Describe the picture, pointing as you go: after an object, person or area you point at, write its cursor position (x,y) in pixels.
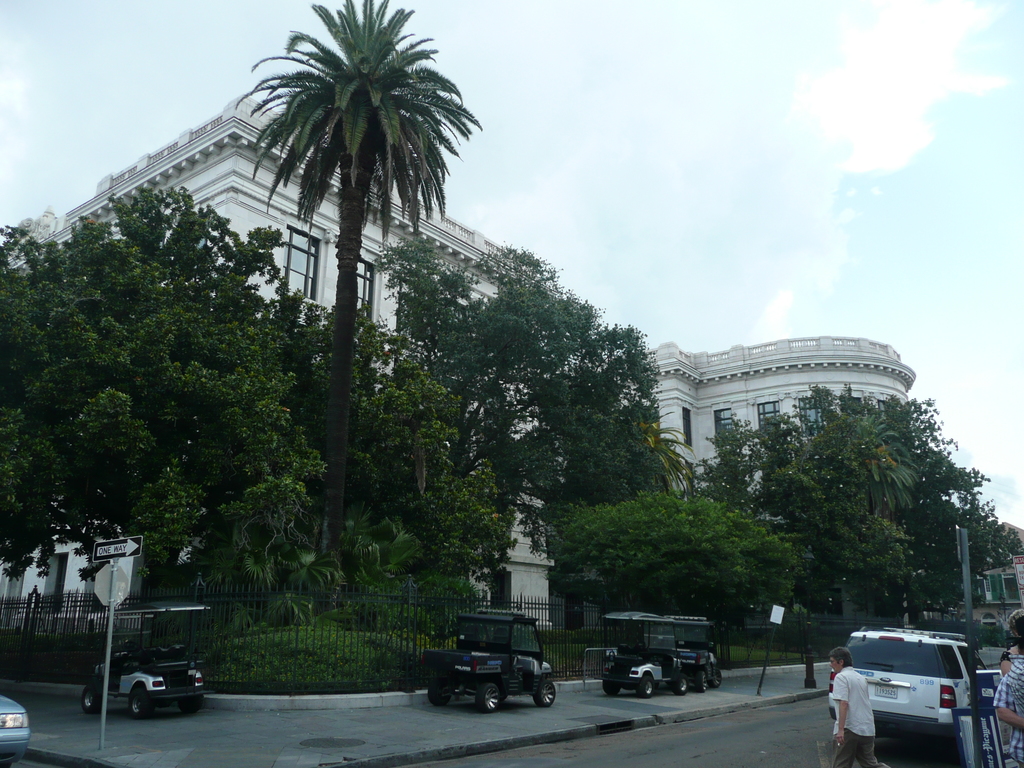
In this image, there are some trees (386,375) in front of the building (688,362). There are some vehicles (518,636) at the bottom of the image (175,676). There is a person (838,693) in the bottom right of the image (837,694) wearing clothes (849,683). There is a sky (611,92) at the top of the image (501,35).
